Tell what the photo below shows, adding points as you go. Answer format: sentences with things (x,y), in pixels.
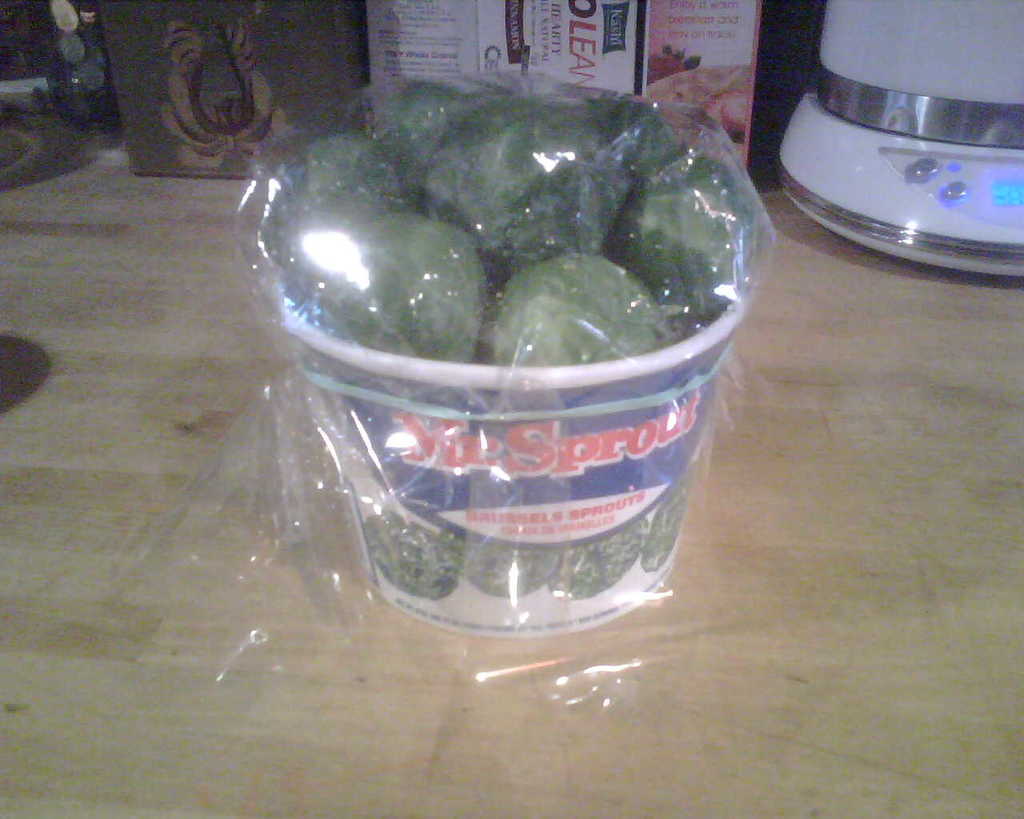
In this image we can see green color objects (513,168) in a box (455,450) covered with a plastic cover (289,410) which is on a wooden platform (112,571). In the background (674,60) we can see boxes (693,54) and other objects (898,219).
